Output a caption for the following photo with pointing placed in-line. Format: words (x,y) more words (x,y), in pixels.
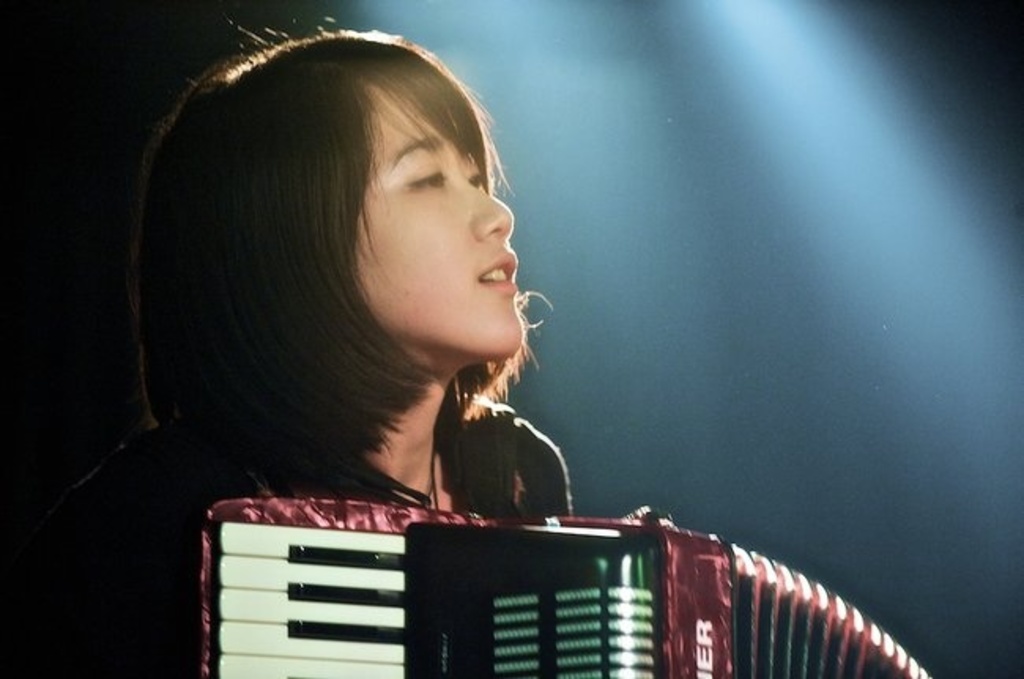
In this image there is a woman (349,348) playing accordion (558,617).
